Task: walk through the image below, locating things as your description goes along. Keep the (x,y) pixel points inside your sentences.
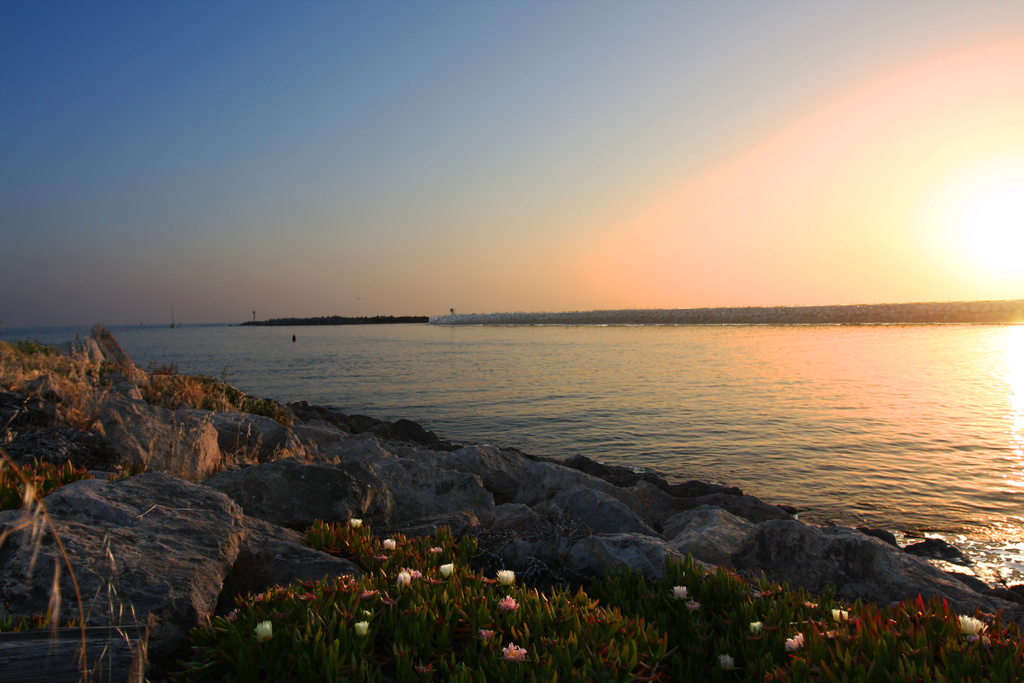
In this image, we can see a river (665,415). There are rocks (187,536) and plants (555,617) at the bottom of the image (540,564). There is a sky (522,103) at the top of the image (494,45).
